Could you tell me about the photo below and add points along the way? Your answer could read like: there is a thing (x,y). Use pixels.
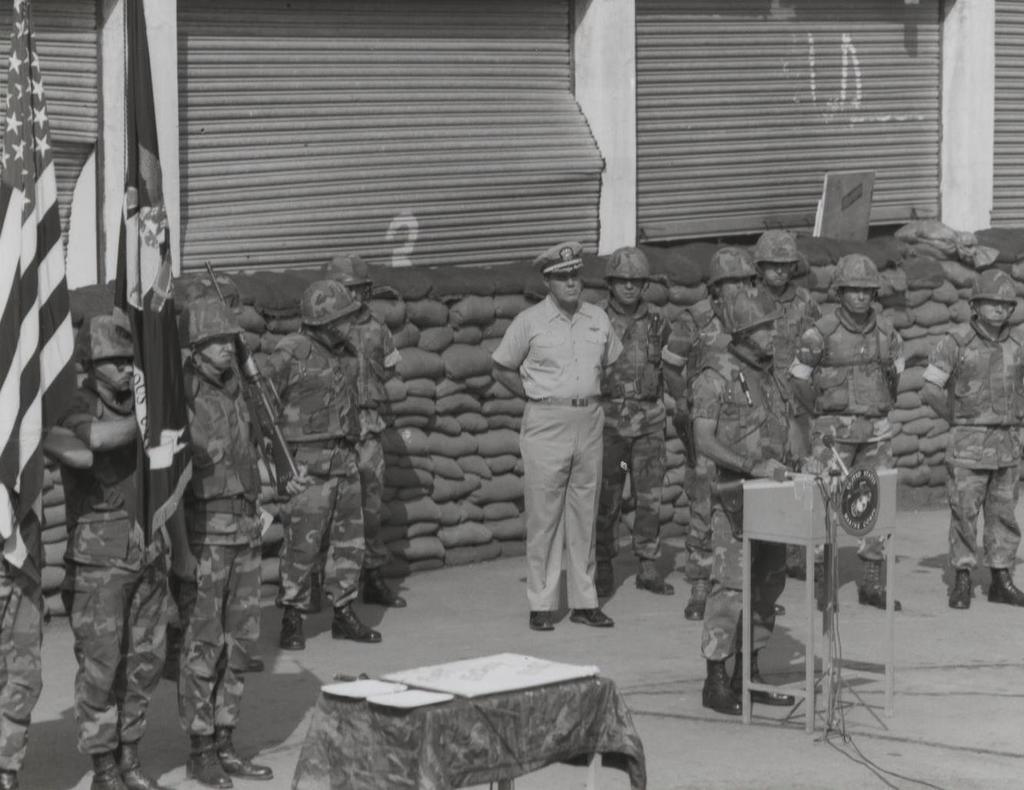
In this picture there is a flag (42,324). To the left side (129,386), there are four people (205,453) who are standing. There is a shutter (329,130). To the right side (719,375), there are group of people (803,388) and they are also standing. There is a mic (833,445). At background (462,411), there are some bags (462,474). In the middle (569,371), there is a man (576,361) who is wearing a cap (562,262) and is standing.
